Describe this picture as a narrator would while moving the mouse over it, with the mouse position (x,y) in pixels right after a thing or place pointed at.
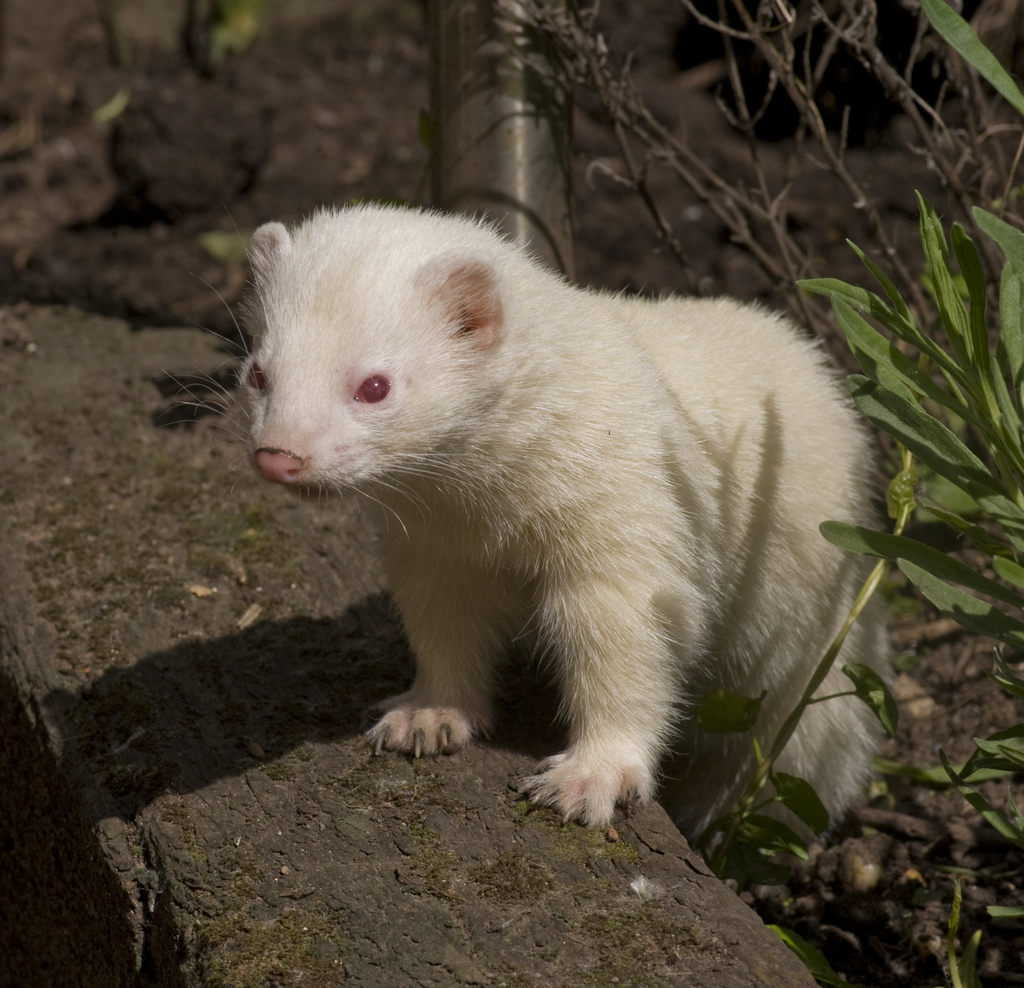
In this image there is a ferret (391,284), a pole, few plants (874,710) and some sand particles (908,724) on the ground (619,272).
